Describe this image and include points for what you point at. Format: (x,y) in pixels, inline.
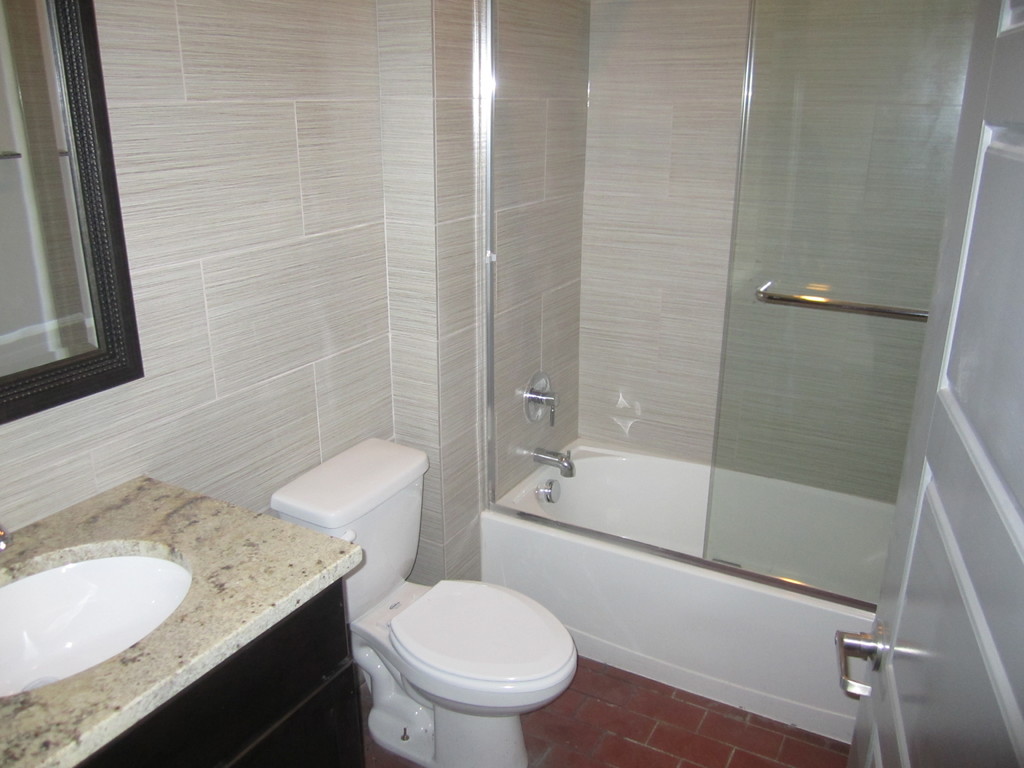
In this image, we can see a white color western toilet (493,624) and there is a bath tub (666,570), at the left side (73,656) there is a wash basin (55,648) and we can see a mirror (10,266).
